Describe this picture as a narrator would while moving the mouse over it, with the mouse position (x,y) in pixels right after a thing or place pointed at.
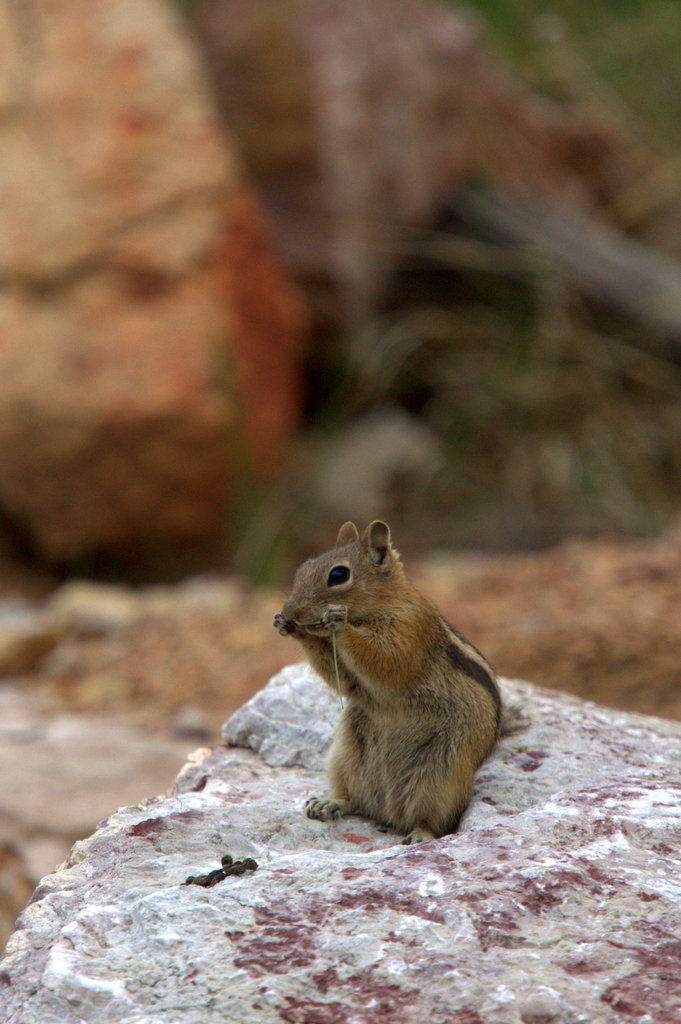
In this image we can see a squirrel (368,614) on the rock surface (587,790). And we can see the surrounding rocks (425,180).
